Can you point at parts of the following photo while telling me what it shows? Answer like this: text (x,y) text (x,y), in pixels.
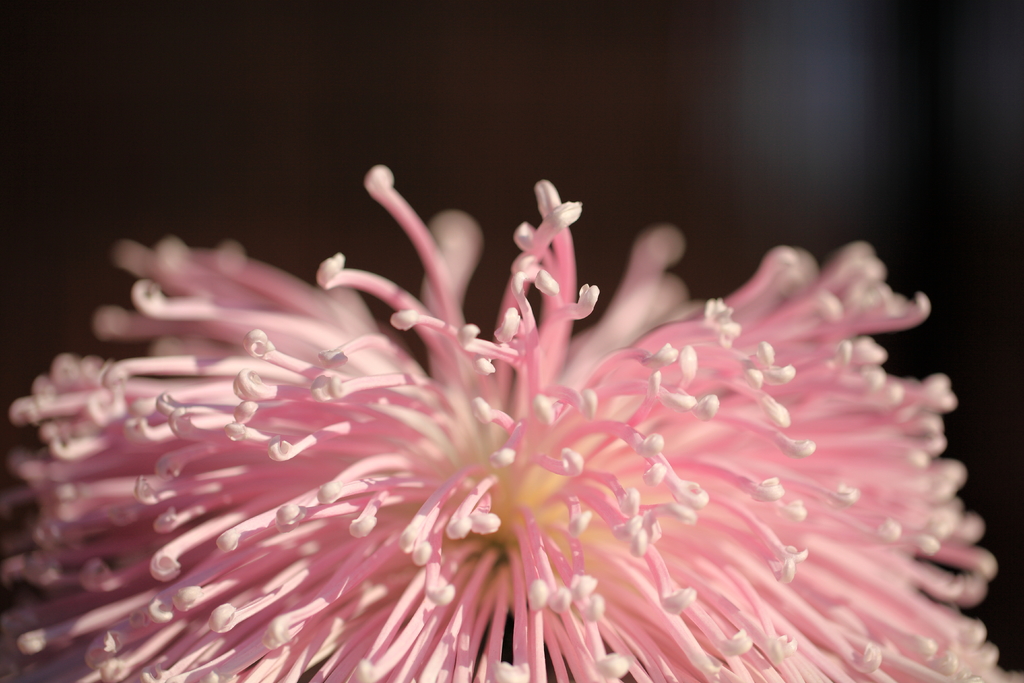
This picture shows a pink color flower (515,274) and we see a black background (889,104).
